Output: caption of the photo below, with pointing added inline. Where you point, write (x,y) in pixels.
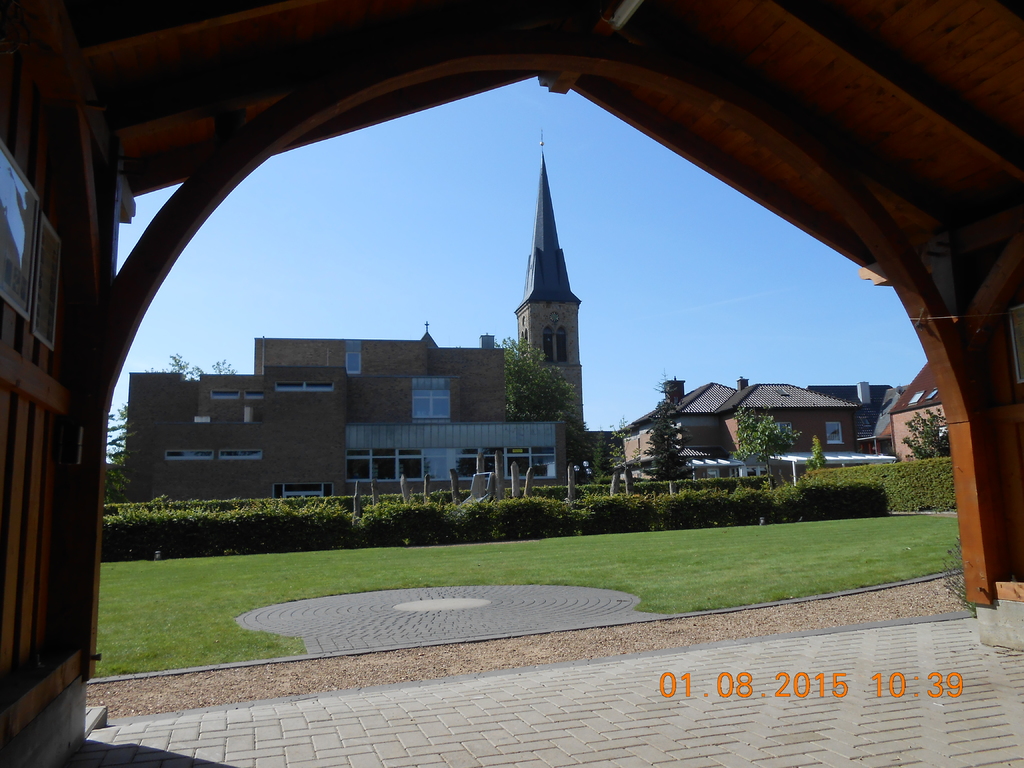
Here we can see grass (455,547), plants (645,521), trees (627,443), and houses (867,462). In the background (672,279) there is sky (396,261).
